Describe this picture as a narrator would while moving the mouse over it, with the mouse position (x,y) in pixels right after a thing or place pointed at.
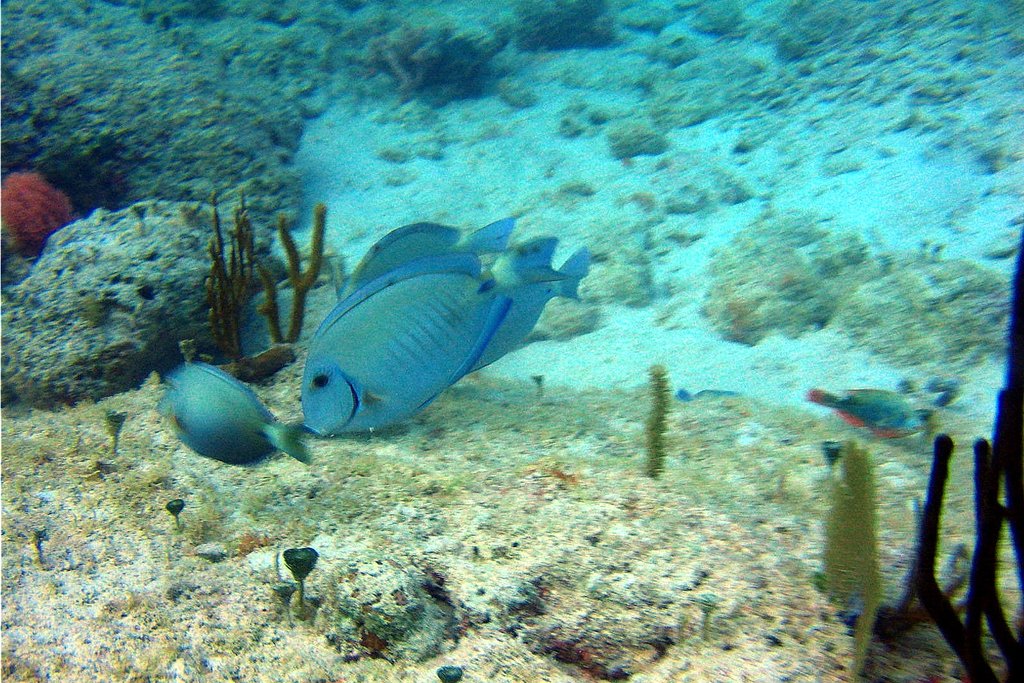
It is the picture of underground surface (608,315) of the water (9,402), there are small fishes (403,303) and other plants (233,291).
